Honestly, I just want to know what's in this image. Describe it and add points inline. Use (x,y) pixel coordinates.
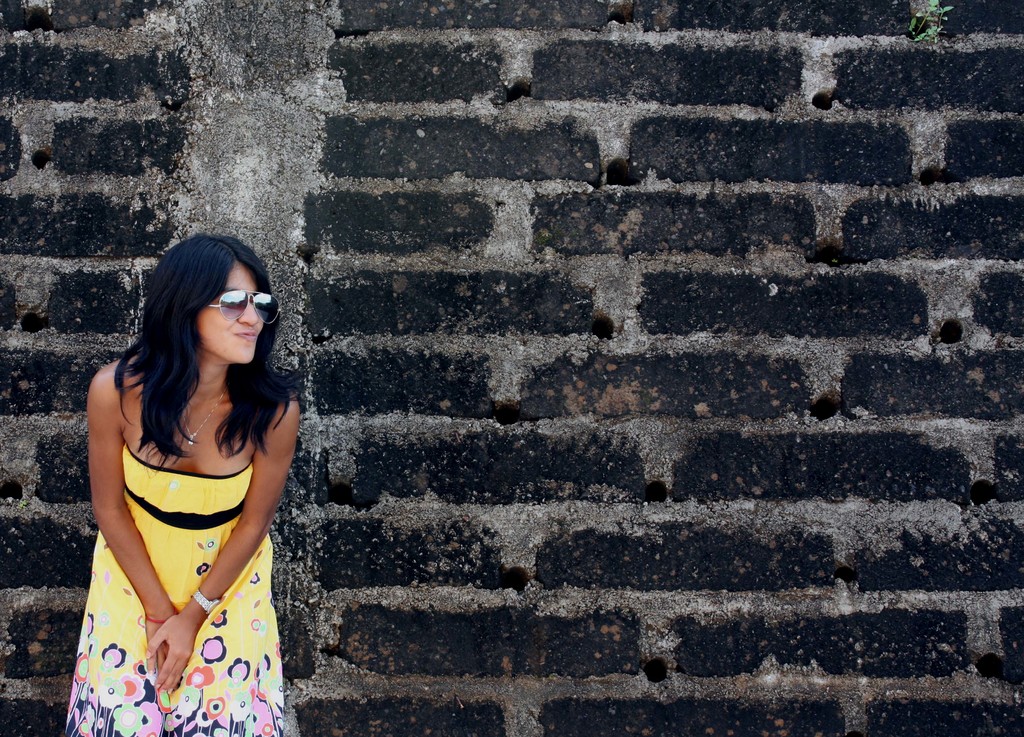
This image consists of a wall (366,399). There is a lady (250,427) standing on the left side (80,715). She is wearing a yellow dress (260,612). She is wearing goggles (228,305).
